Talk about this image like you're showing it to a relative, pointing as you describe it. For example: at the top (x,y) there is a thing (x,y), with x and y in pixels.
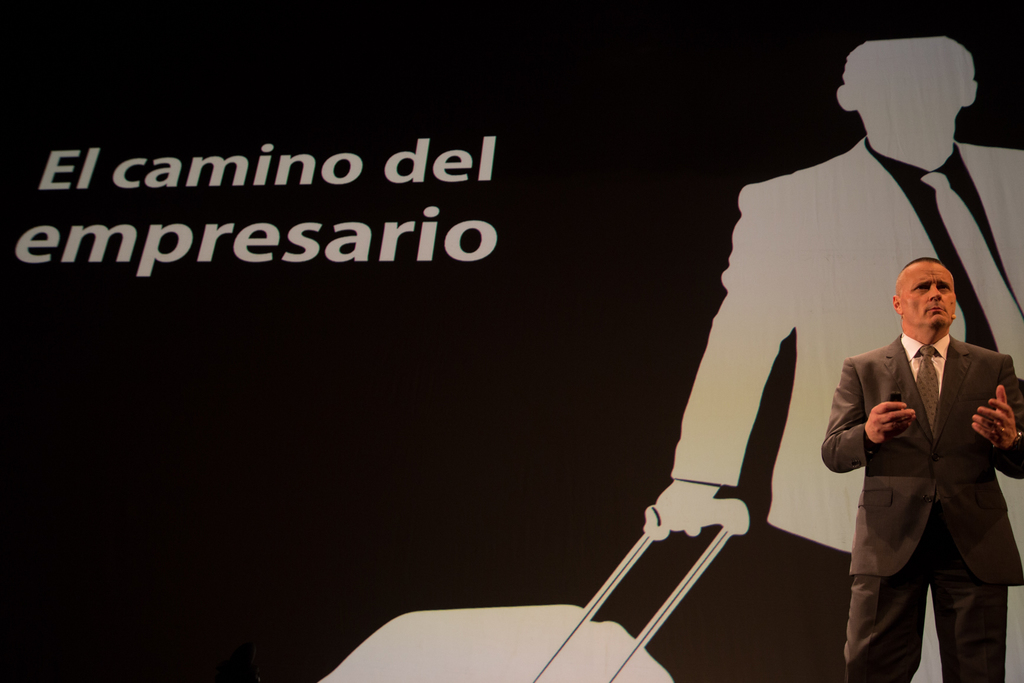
This image consists of a man (890,475) wearing a suit (954,549) and talking. In the background (328,400), there is a screen (770,457) or banner (312,577) on which there is a text (177,172).
